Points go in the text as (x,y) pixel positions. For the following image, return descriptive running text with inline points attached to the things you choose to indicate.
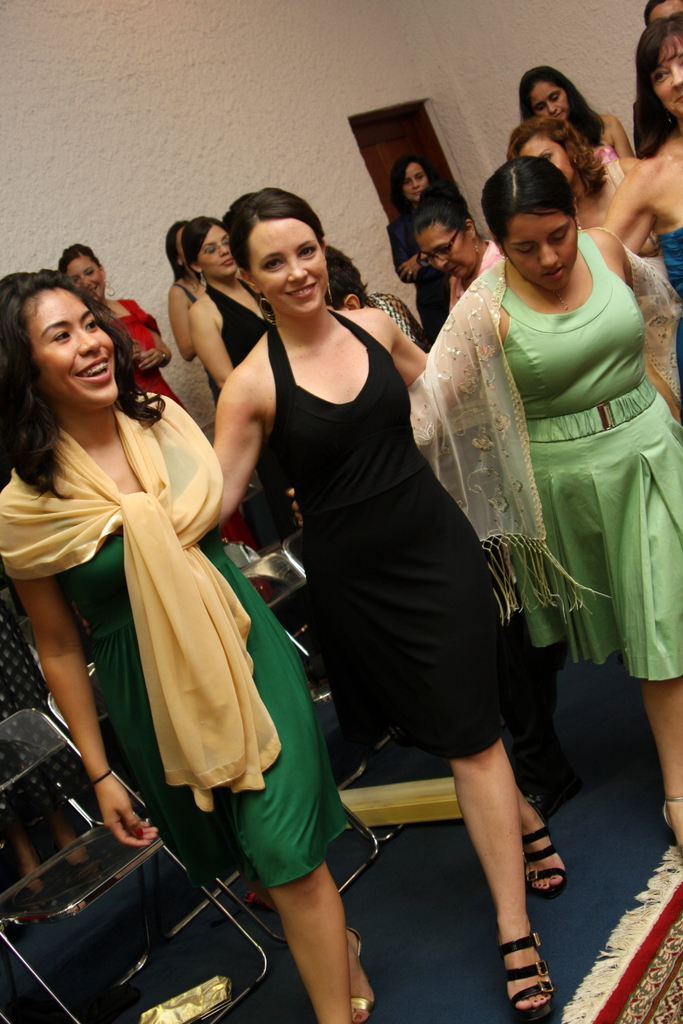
In this image we can see group of woman (426,499) standing on the floor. one woman (444,433) is wearing a green dress (583,437). One woman (398,350) is wearing black dress (446,674). In the background (84,815), we can see a group of chairs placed on the floor (562,937), door (441,174) and a carpet (661,973) on the floor (551,1017).
